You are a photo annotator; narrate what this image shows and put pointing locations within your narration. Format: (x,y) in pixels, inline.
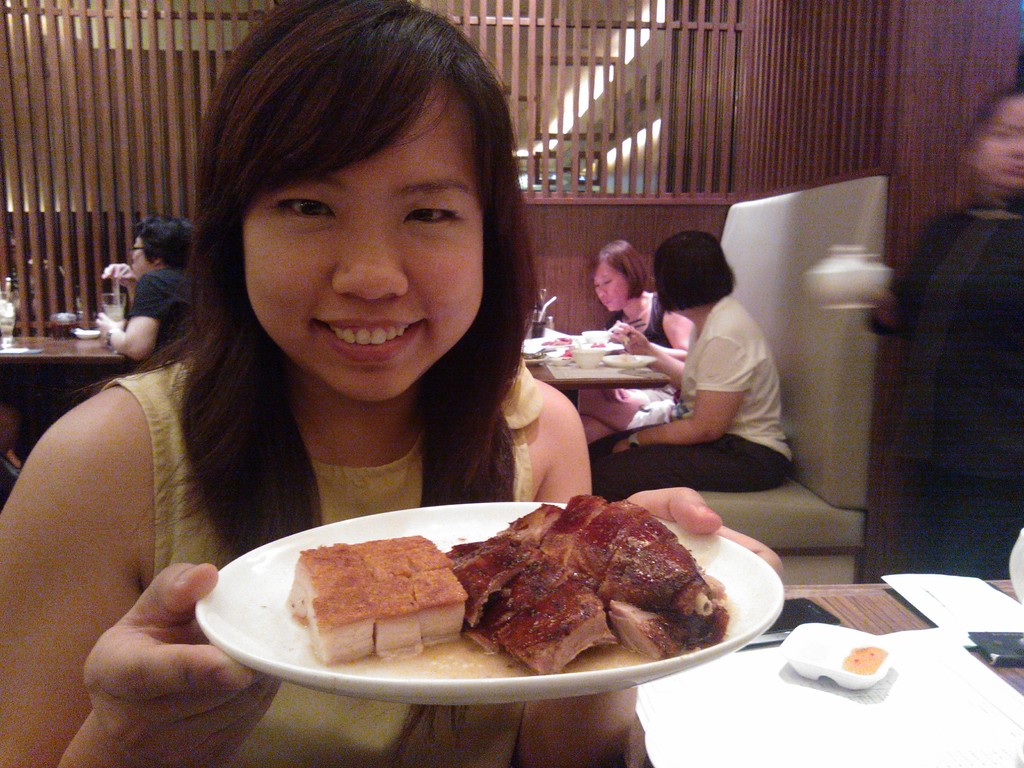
This image is taken indoors. In the middle of the image (505,374) a woman (287,416) is sitting on the chair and she is holding a plate (757,573) with food (531,598) in her hands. On the right side of the image (869,600) there is a table (1001,580) with a few things (861,667) on it and there is a woman (937,345). In the background (792,158) there is a wooden wall (94,179) and a few people (672,304) are sitting on the sofa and there are two tables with a few things (4,308) on them.
